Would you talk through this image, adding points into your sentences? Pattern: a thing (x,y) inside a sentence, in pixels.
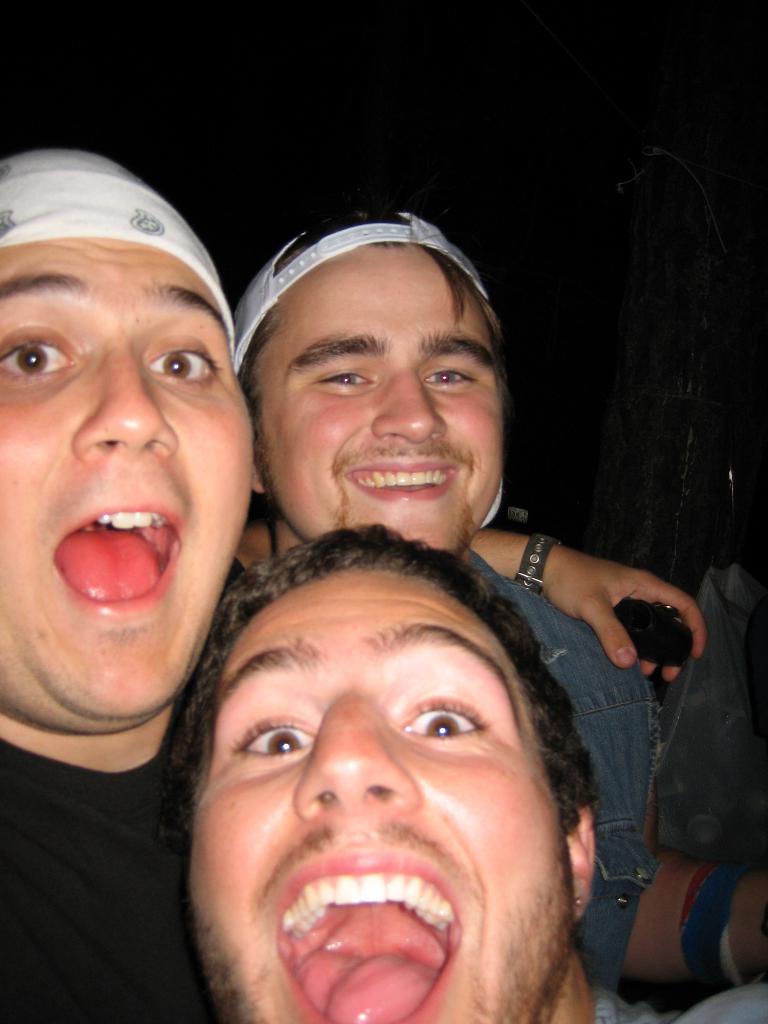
In this image I can see a person (95,816) wearing black t shirt (69,801) and white cap (99,173) and two other persons (361,732). I can see the black colored background (541,229).
